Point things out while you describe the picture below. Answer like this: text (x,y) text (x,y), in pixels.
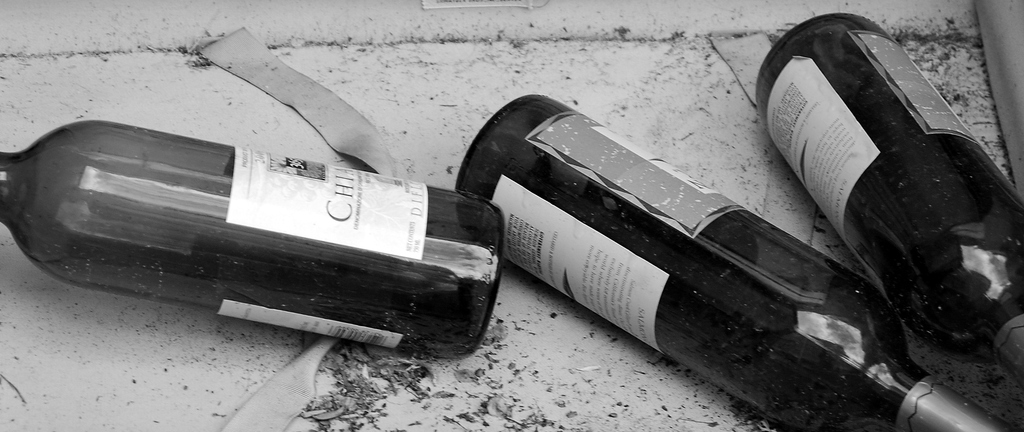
In this picture we can see three bottles (653,165) fall on ground (619,335) and we can see some belt (299,84).
